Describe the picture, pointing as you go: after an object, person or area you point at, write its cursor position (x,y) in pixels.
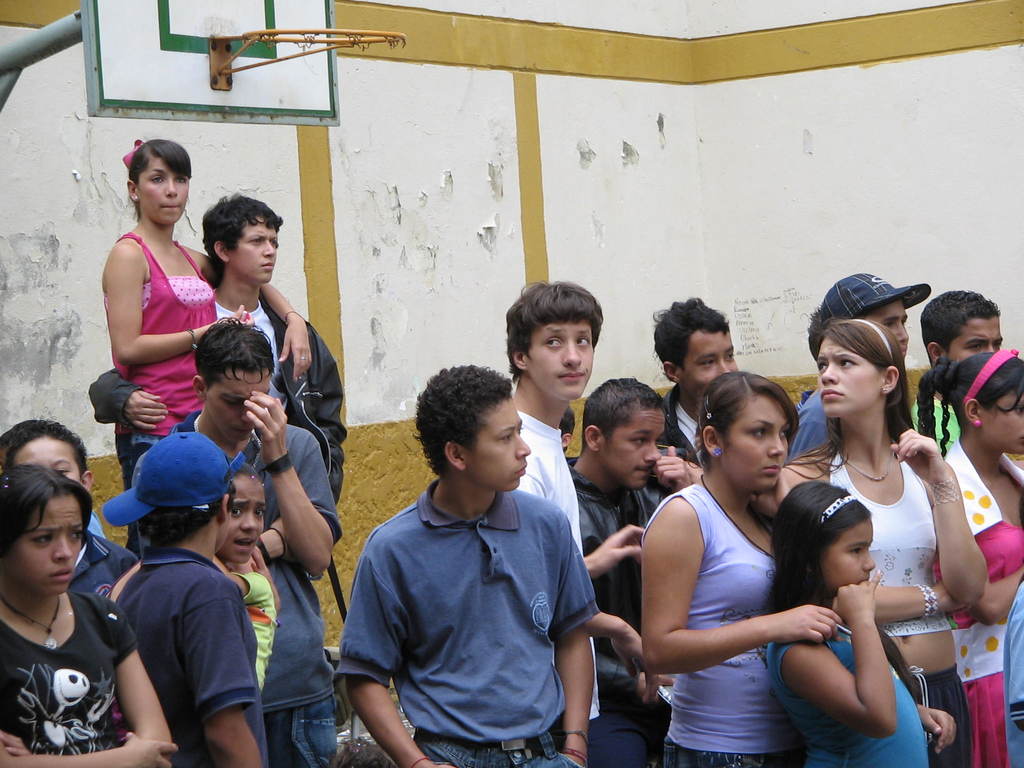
In this image we can see a group of people (648,600) standing. In that we can see a man (327,441) and a woman (192,407) holding each other. On the backside (514,207) we can see a goal post (319,68) and a wall (609,233).
